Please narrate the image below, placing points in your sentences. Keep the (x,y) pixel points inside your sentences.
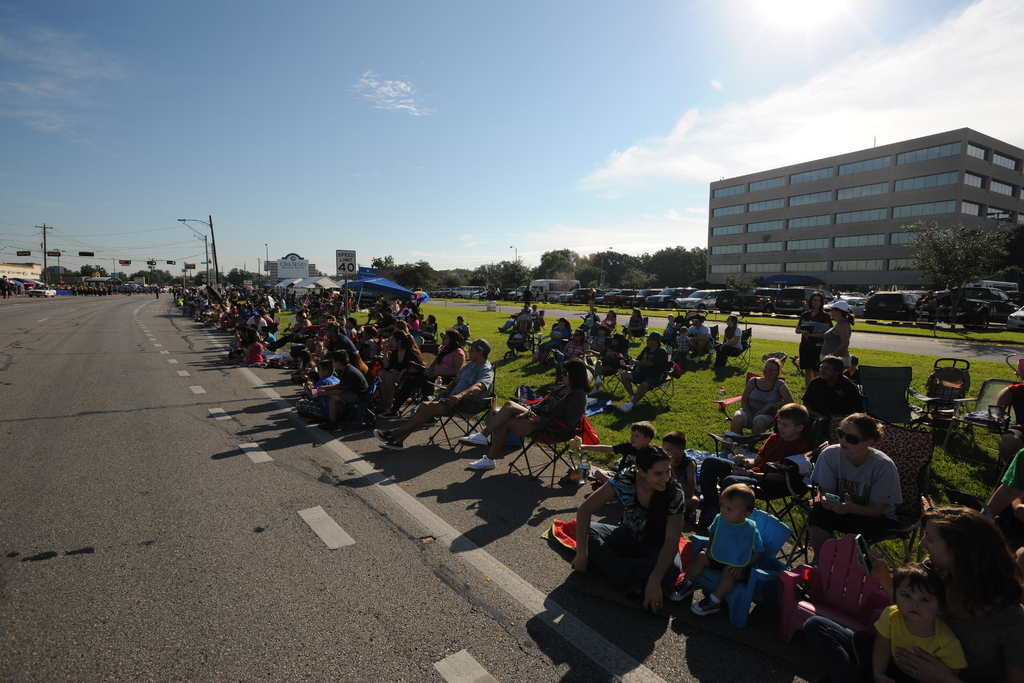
As we can see in the image there are many people (401,399) sitting on chairs (995,383), cars (780,305), street lamps (206,238), trees (671,270) and there are buildings (855,219). On the top (498,91) there is sky (480,83).
